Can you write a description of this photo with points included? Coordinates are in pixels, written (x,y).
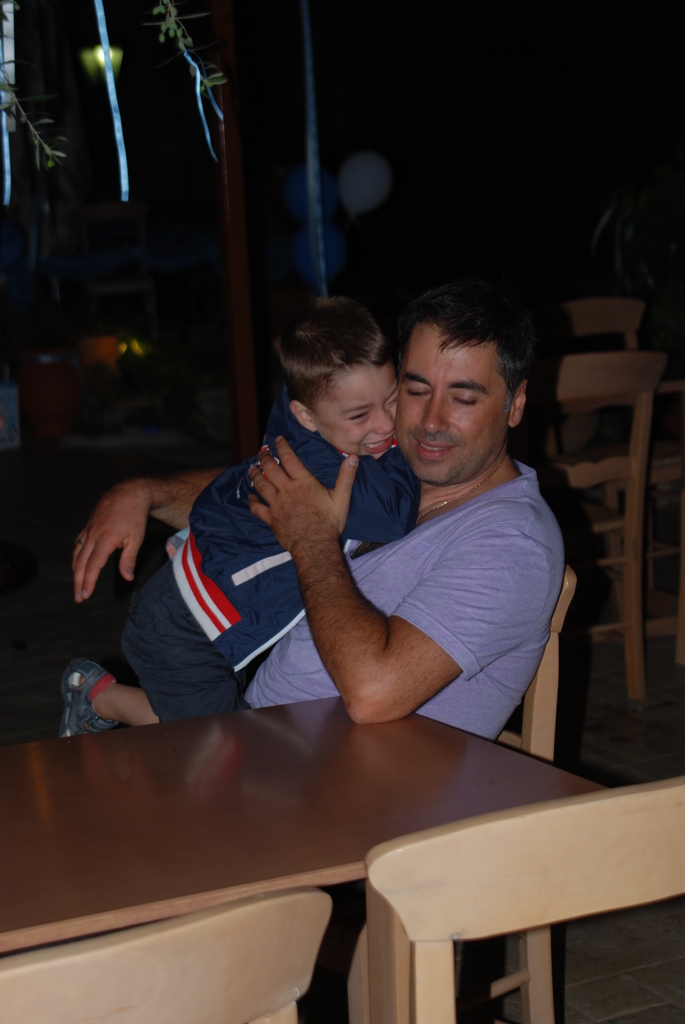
There is a man (477,423). He is sitting on the chair (524,716). He is holding a boy (338,417). Besides this person (407,593), there is a table (441,749) and chairs (438,910). In the background (583,306), there are chairs (594,365), balloons (376,184), pole (234,306) and light (101,63).
